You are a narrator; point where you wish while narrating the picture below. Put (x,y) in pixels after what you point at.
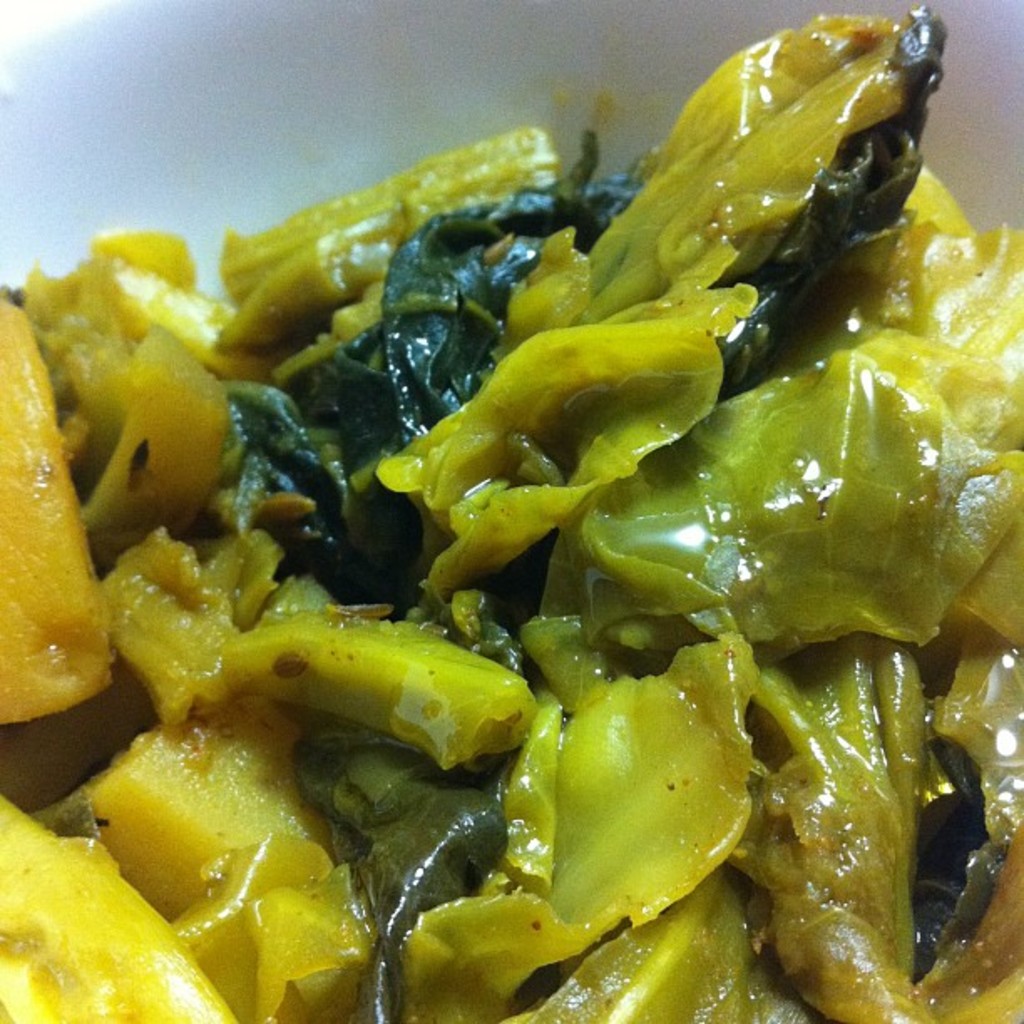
In this image we can see a bowl (416,129) containing food (397,614).
